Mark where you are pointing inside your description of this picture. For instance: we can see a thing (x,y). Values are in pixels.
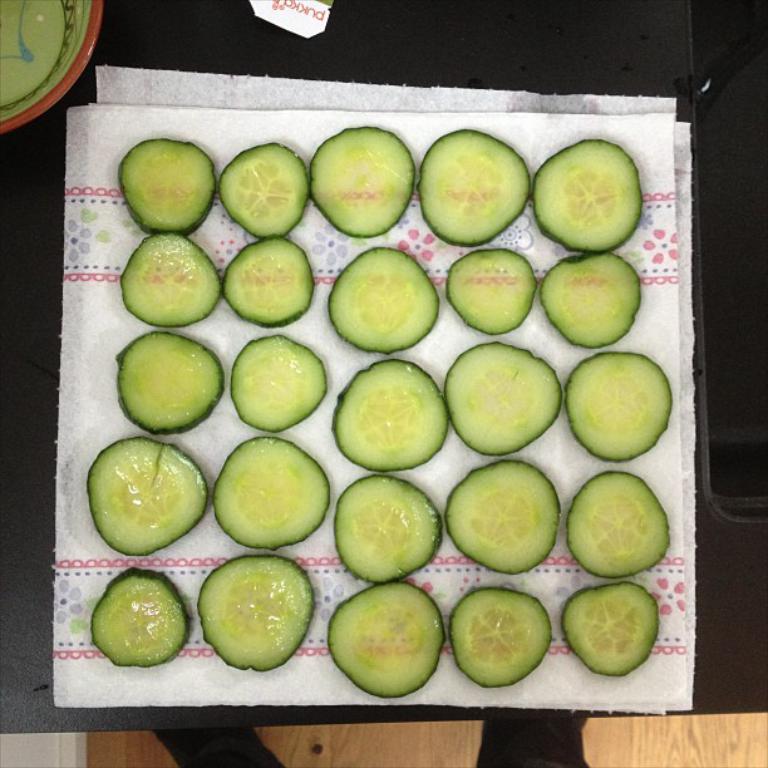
In this picture there are chopped cucumber (457,523) on the tissue paper (324,411) in the image.
